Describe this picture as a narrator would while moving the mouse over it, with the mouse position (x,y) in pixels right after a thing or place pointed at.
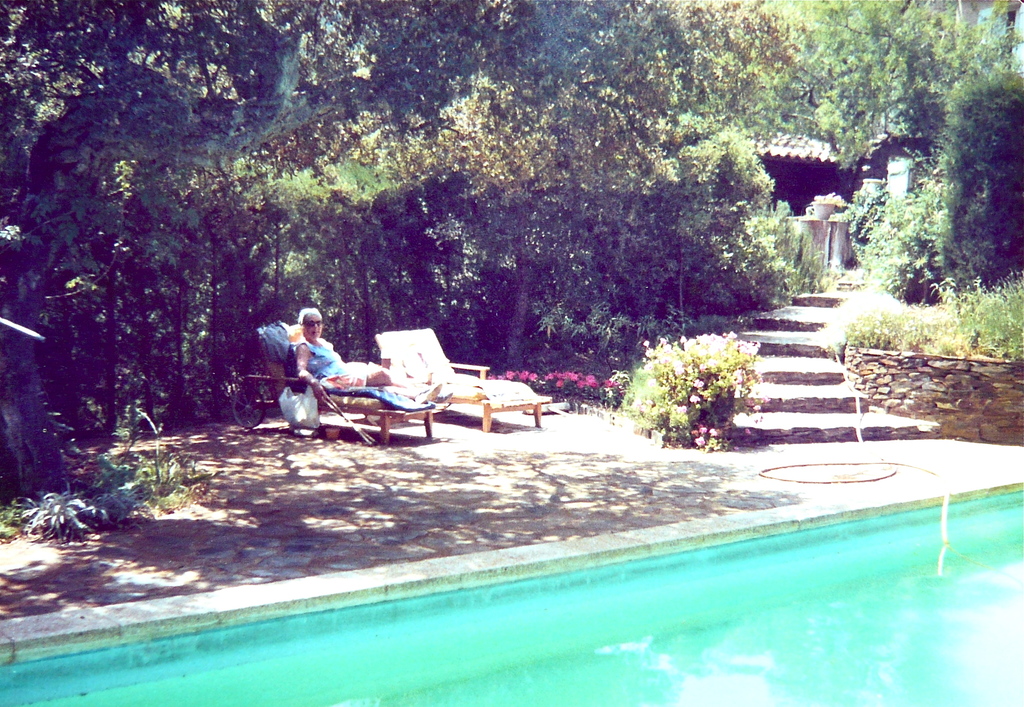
In this image I can see the water (807,667), the ground (336,514), a person (307,313) sitting on a chair (346,402), few flowers (510,375) which are pink in color and few trees (428,163) which are green in color. I can see few stairs (799,358) and a building (980,21).
